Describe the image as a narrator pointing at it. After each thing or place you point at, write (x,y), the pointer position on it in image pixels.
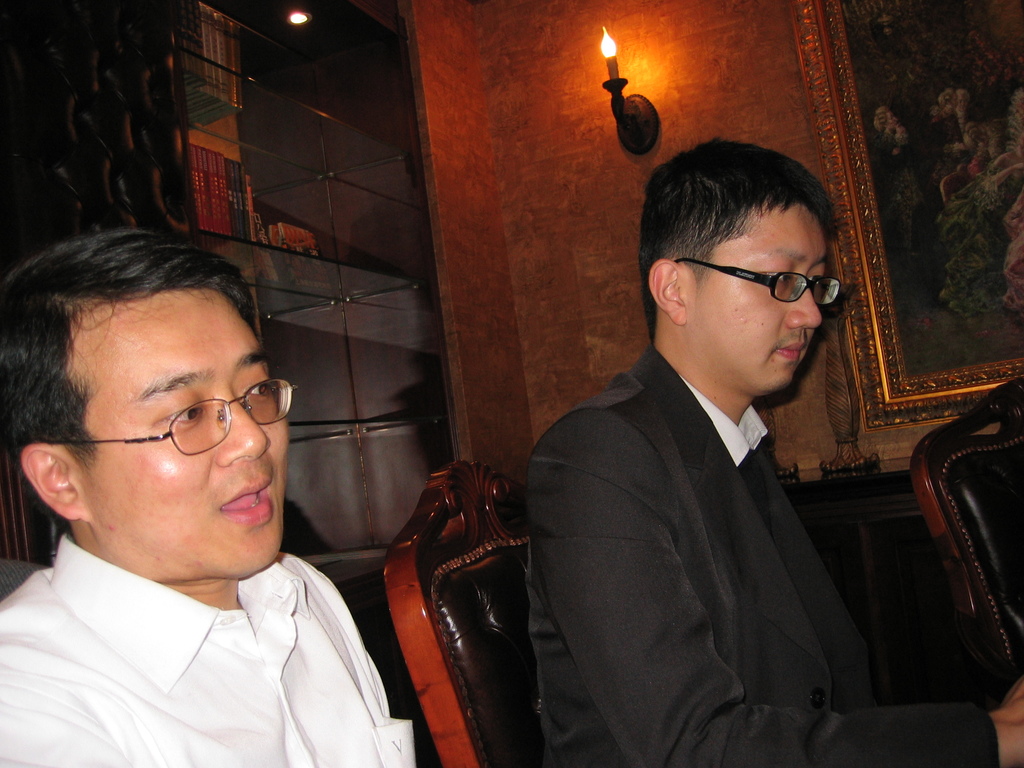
In this image there are two persons (718,378) sitting on a chair (463,656) person (197,548) on the left side (197,548) is having some conversations as his mouth (246,516) is open. In the background (626,123) we can see a candle (629,106) hanging to the wall (681,100) and a frame (842,110) hanging on the wall (790,74) and cupboard (290,195) filled with books (227,108).
